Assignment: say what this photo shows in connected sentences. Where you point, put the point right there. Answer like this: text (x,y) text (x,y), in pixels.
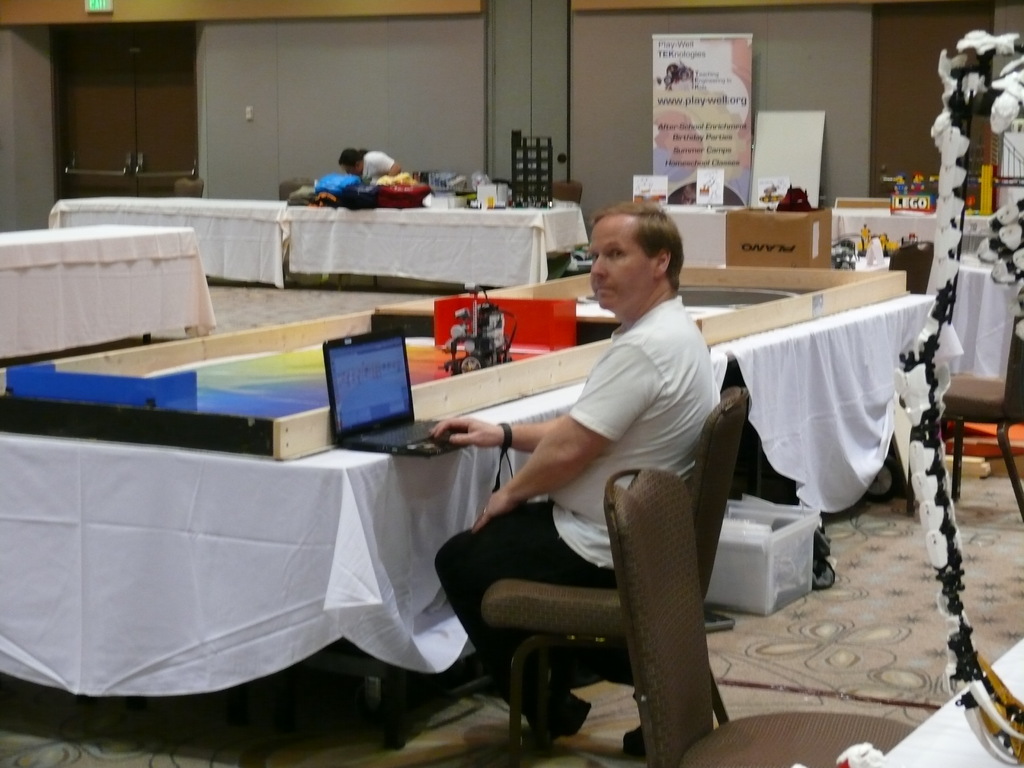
There is a person (666,373) in white color t-shirt (606,375) sitting and working with the laptop (407,422) which is on the table (316,463) is covered with a white color cloth (294,556). In the background (718,107), there are hoardings (736,189), name plates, tables (391,225) covered with white clothes (299,241), a person (384,162) standing and working and some other materials (925,192).
